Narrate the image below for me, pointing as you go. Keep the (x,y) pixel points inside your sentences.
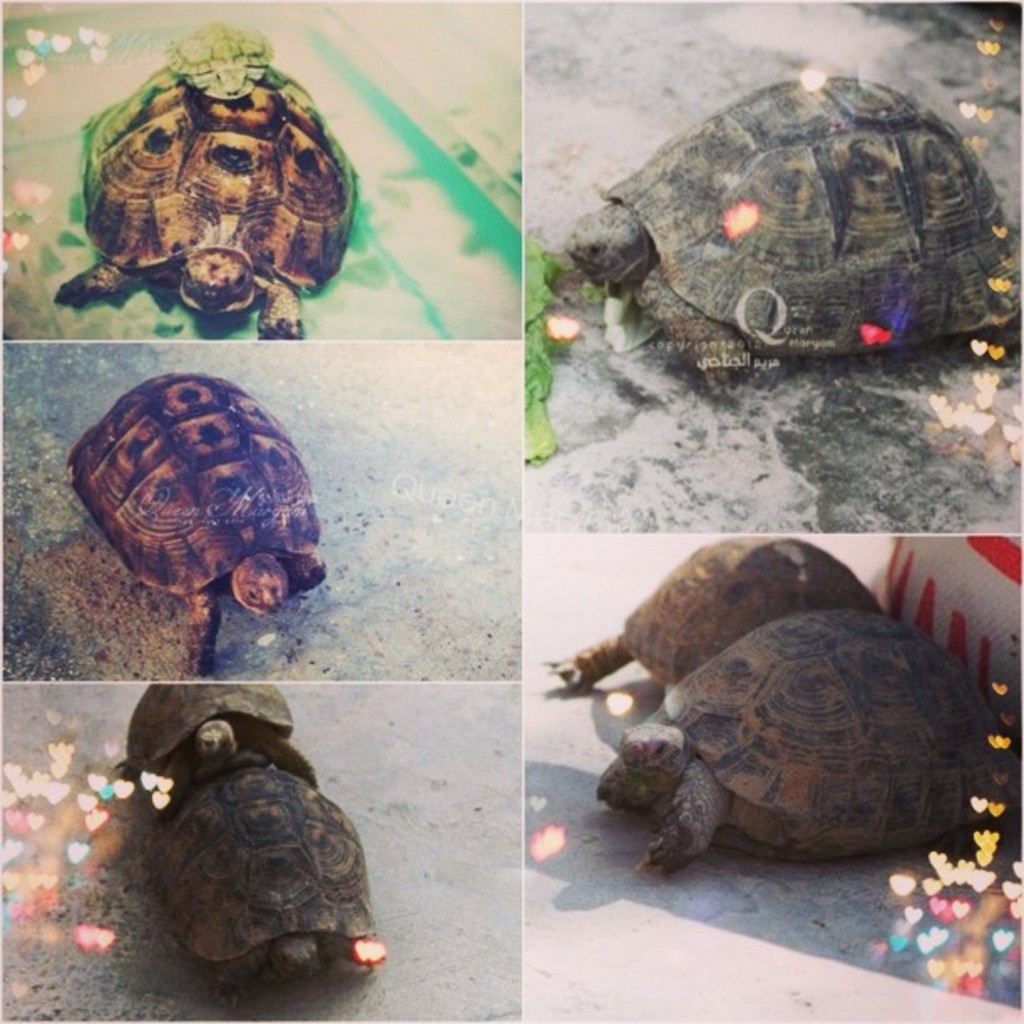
I see this is a collage image and I see turtles (157,195) and I see the green color thing (539,398) over here and I see the colorful hearts (157,785) in this image.
